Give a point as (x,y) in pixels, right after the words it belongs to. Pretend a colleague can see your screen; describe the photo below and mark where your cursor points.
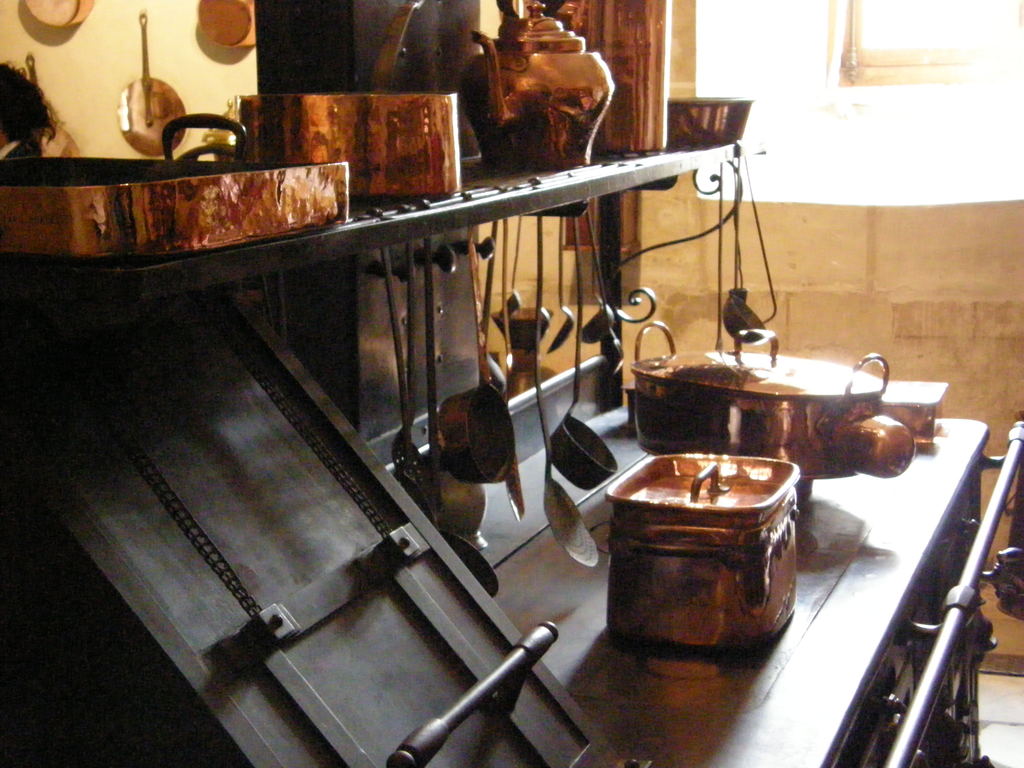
In this image there is a wall (75,120) with objects (29,70) on it and there is a person (19,114) on the left corner (24,94). There is a metal object (530,702) with copper utensils (670,341), kettle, spoons (738,210) and objects (712,627) placed on it in the foreground (574,643). And we can see a wall (549,233).
